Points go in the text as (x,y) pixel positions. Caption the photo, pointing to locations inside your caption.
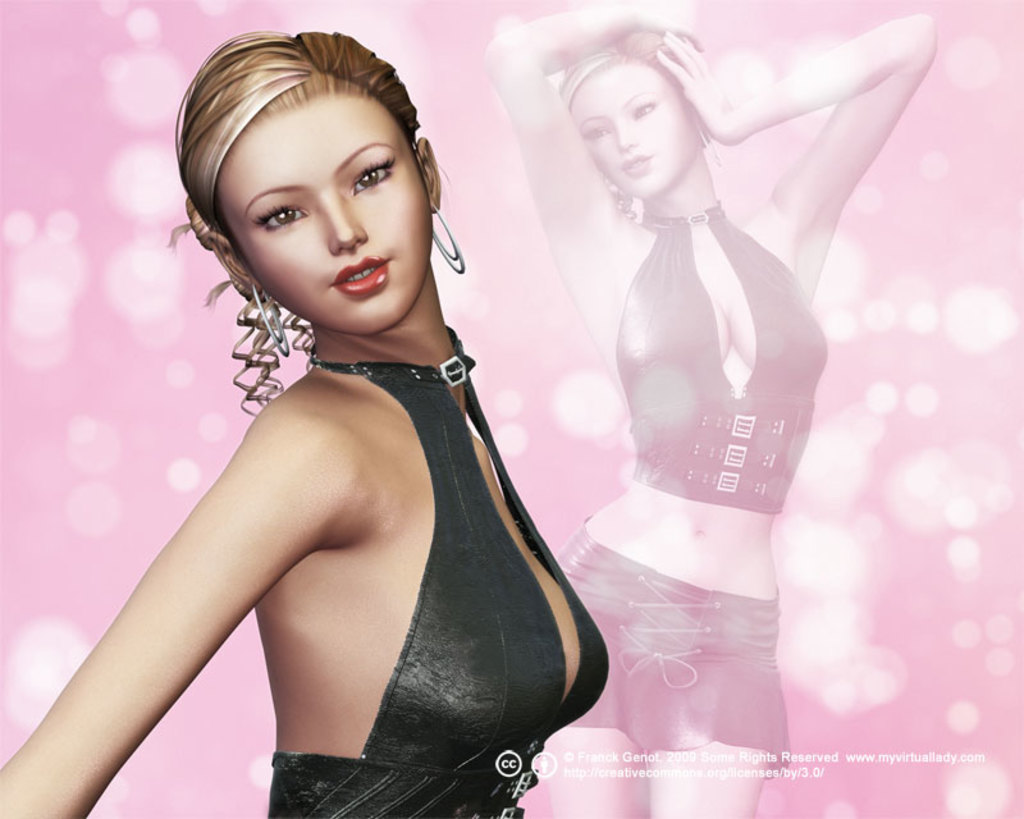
In this image, we can see a woman (438,498) and in the background (827,204), we can see a faded image (737,300) of her.
